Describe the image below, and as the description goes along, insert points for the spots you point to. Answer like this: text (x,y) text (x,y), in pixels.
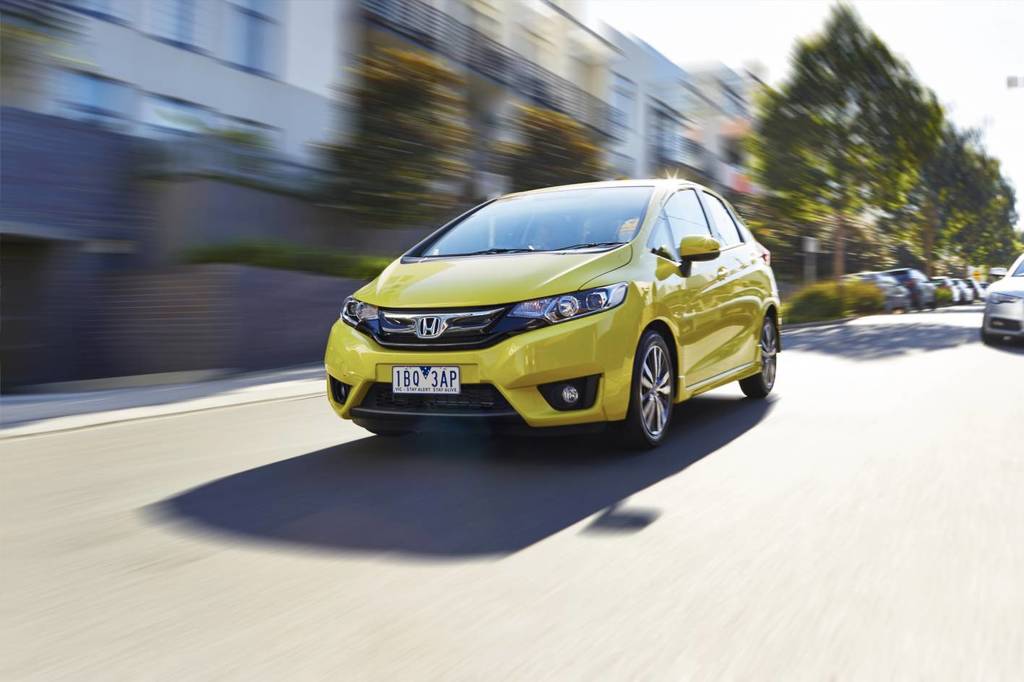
In this image I can see there is a car (564,368) moving on the road (913,391). There are few trees (824,191) in the background (830,178), there are a few buildings (327,91) and the background of the image (216,138) is blurred.
